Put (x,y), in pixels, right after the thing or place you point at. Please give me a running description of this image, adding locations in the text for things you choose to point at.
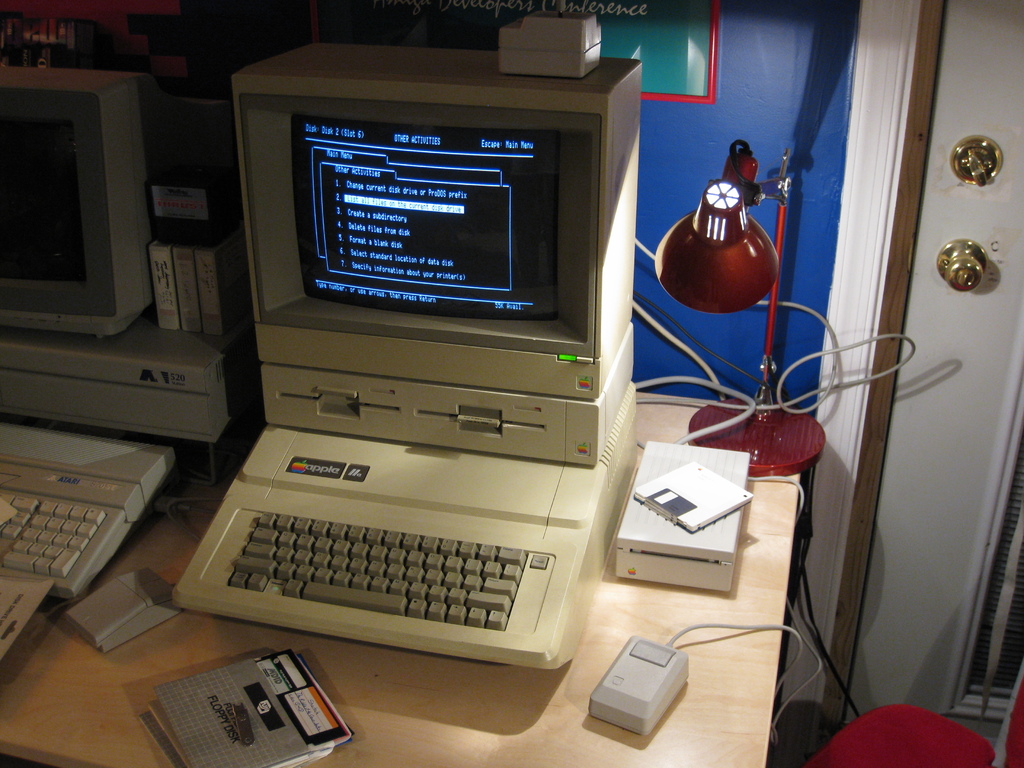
In this picture we can see a table (464,693) and on the table (443,681) there are monitors (100,205), keyboards (329,504), cables (699,359) and some objects (130,627). Behind the monitors (121,181) there is a wall (670,138). On the right side of the table (710,754), it looks like a red color chair (891,716) and behind the chair (891,740) there is the door (926,539).
